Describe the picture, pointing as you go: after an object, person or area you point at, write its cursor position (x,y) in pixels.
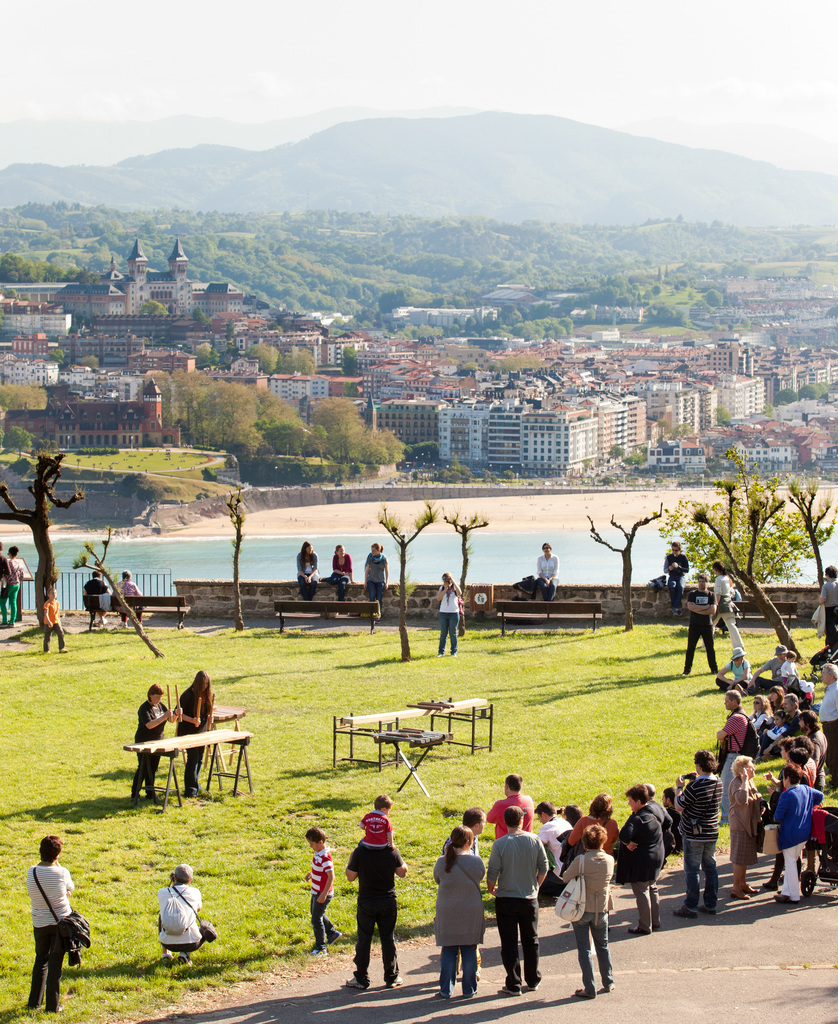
In this image I can see number of people (832,602) are standing and few of them are sitting. I can also see few tables (426,710), trees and number of buildings (665,422) in the background (689,420). I can also see water (508,564).
